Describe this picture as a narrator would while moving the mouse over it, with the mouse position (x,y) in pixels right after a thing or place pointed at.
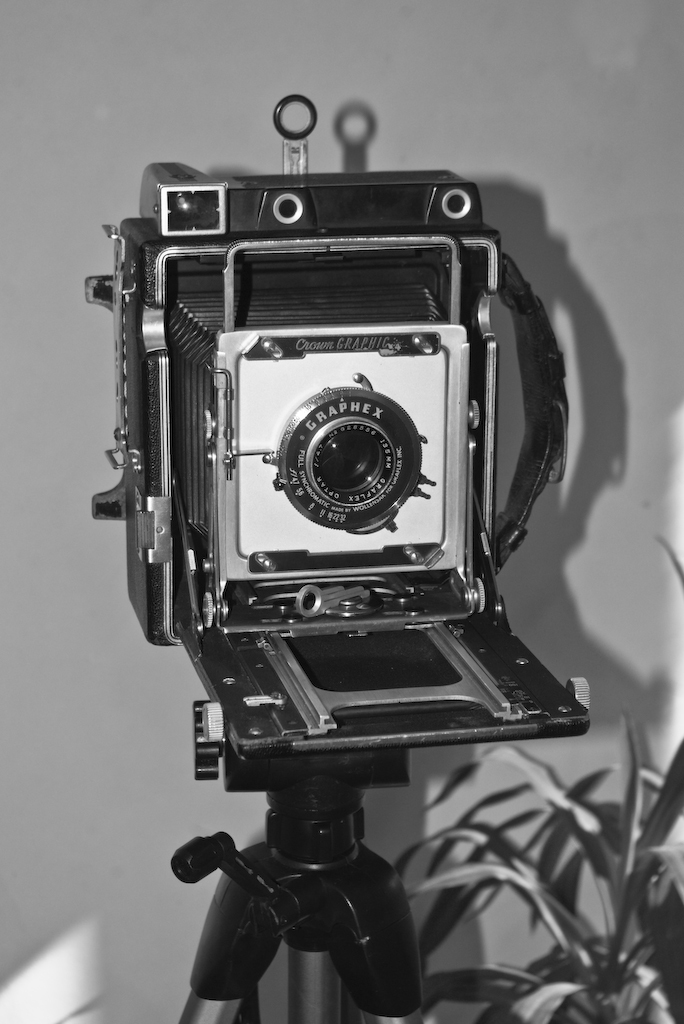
This is a black and white image and here we can see a camera stand (329,761) and there is a plant (616,841). In the background (588,225), there is a wall (566,209).
